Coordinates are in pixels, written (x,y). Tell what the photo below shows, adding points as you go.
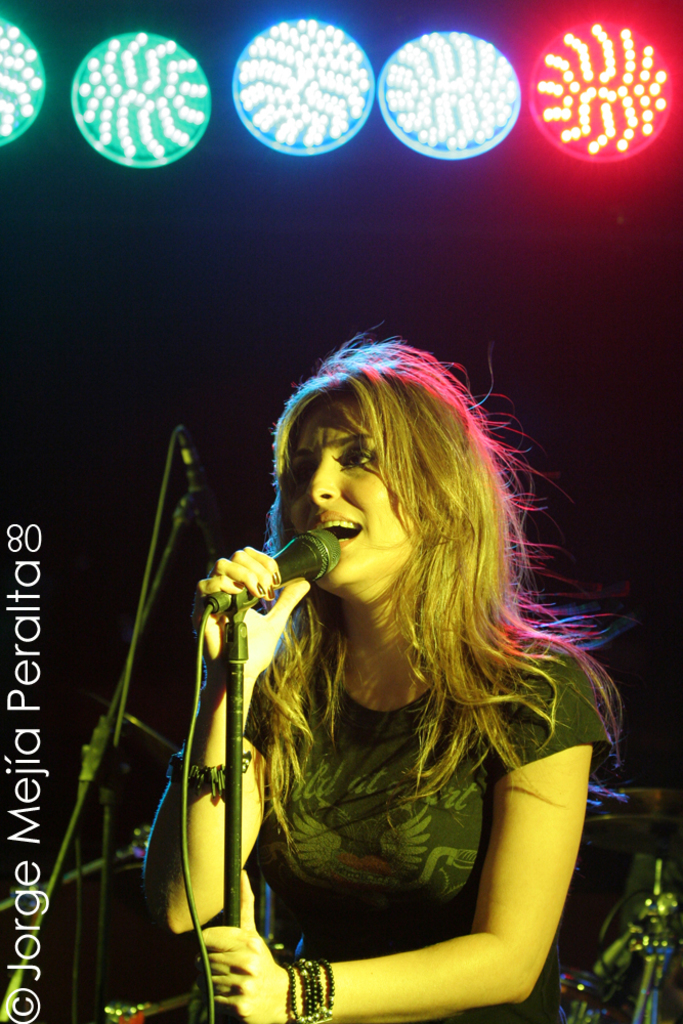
Here we can see a woman (467,1004) singing with a microphone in her hand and above her there are colorful lights (356,108).
